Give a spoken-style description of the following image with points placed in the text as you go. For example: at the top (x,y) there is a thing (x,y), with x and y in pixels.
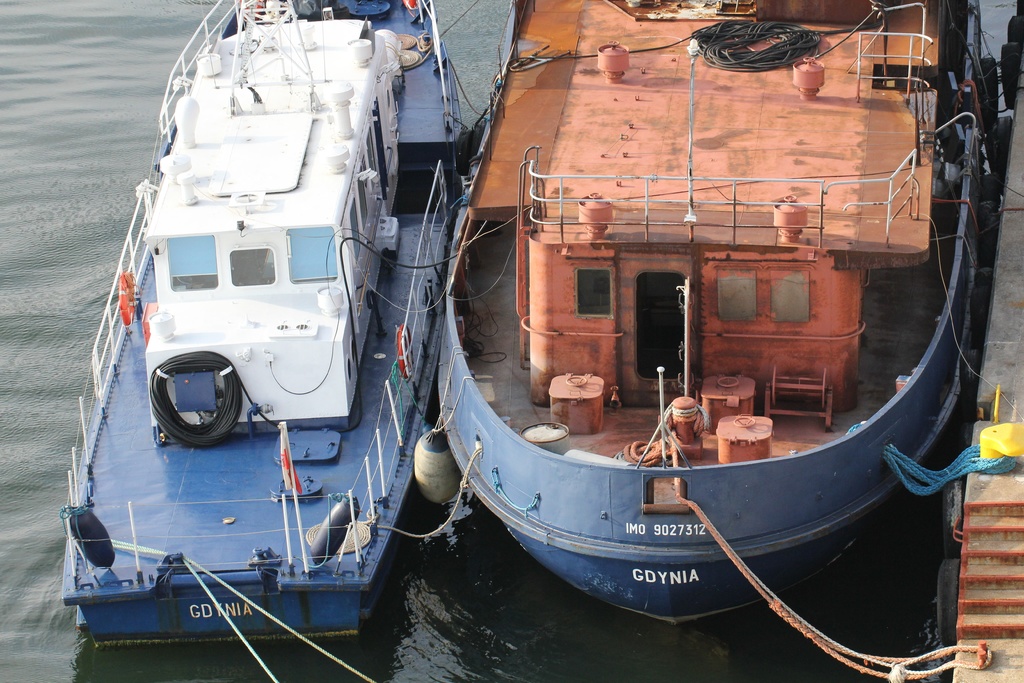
In this image we can see the ships (260,465) on the surface of the water (664,654). We can also see the ropes (722,543) and also flag (281,435). Stairs (993,583) are also visible. On the right (988,495), we can also see the path (1015,276). We can also see the text (662,576) on the ships (316,610).
